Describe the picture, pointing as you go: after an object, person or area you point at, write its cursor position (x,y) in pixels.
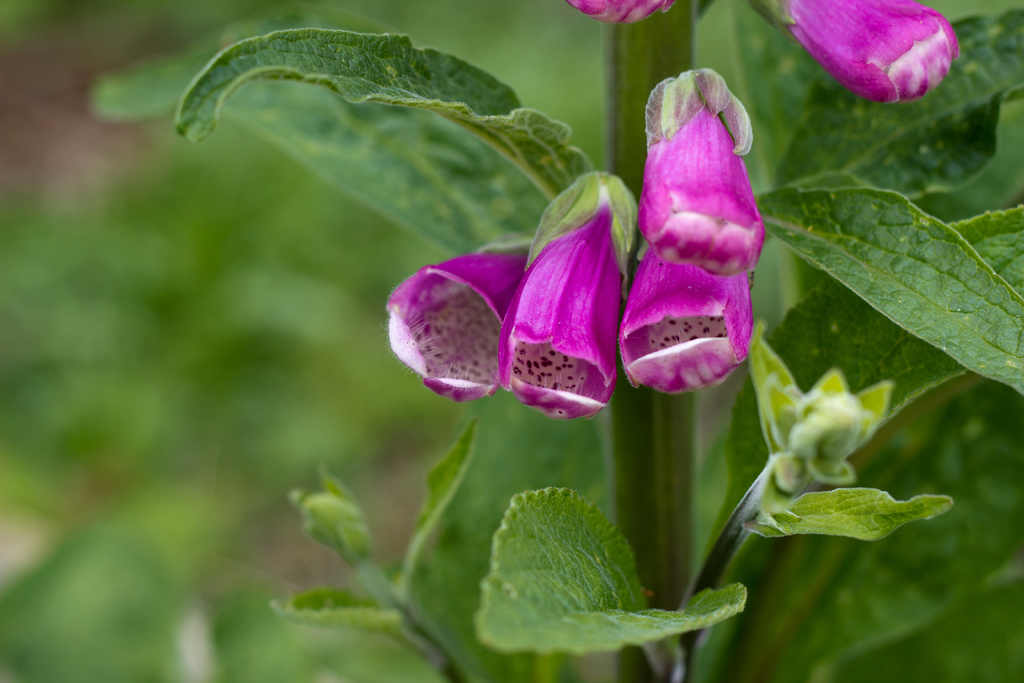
In this image there is a plant (645,488) having flowers (685,193), buds (805,421) and leaves (935,164). Background (96,176) is blurry.
